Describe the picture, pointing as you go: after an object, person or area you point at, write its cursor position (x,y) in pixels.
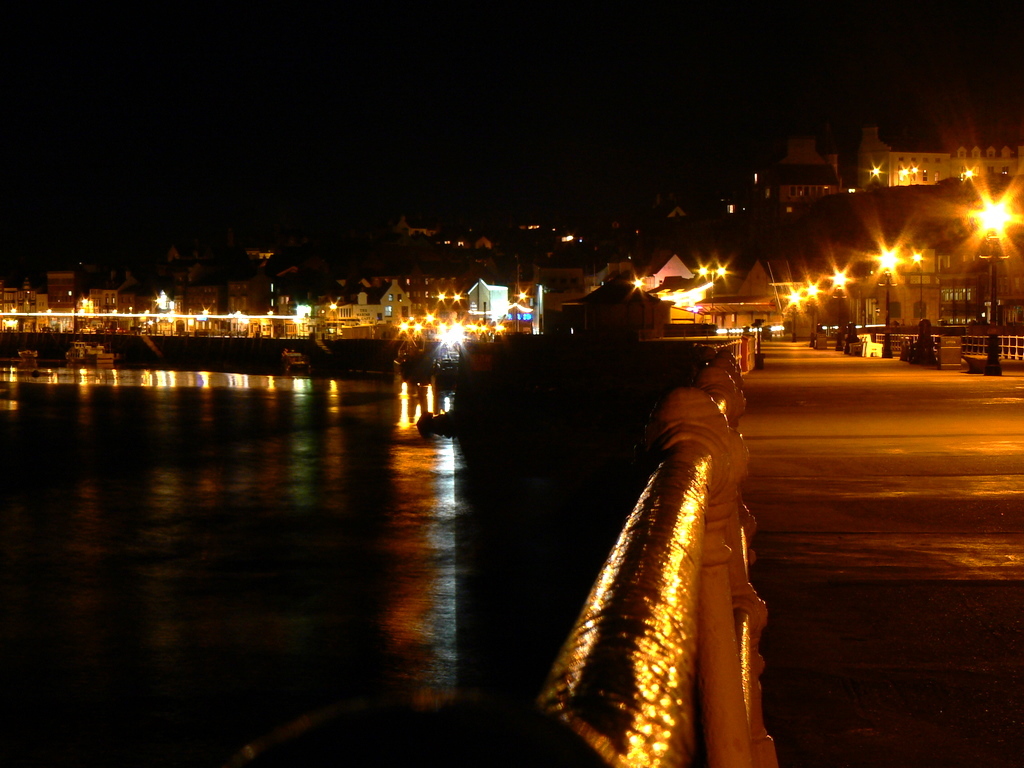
In the foreground of the image (717,682) we can see a barricade (732,545). In the background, we can see water (453,516), group of light poles (815,322), some benches (867,349) placed on the ground (893,378), a group of buildings (56,311) with windows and the sky (508,78).
